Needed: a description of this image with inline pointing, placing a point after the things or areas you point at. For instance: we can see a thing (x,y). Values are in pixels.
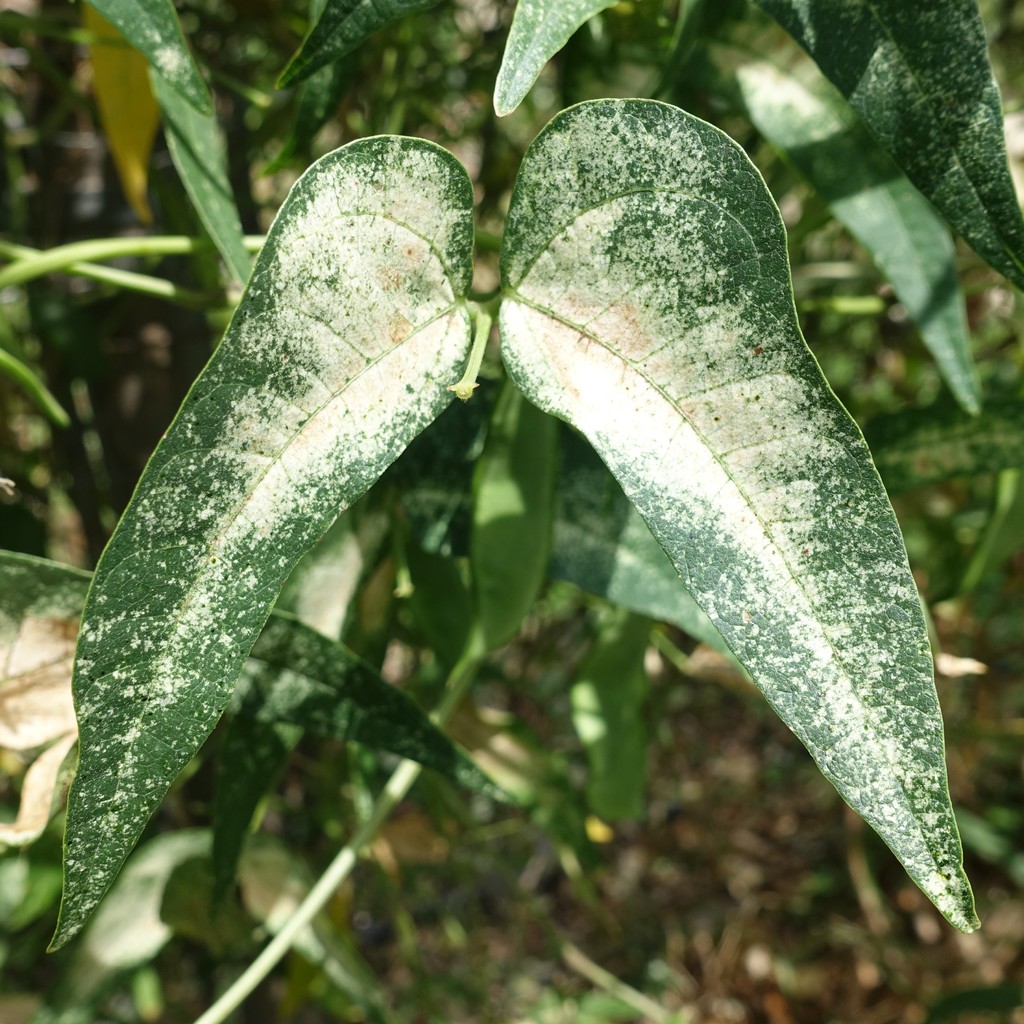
In this image we can see some trees (463,596) and leaves (463,596) on the surface (870,965).
